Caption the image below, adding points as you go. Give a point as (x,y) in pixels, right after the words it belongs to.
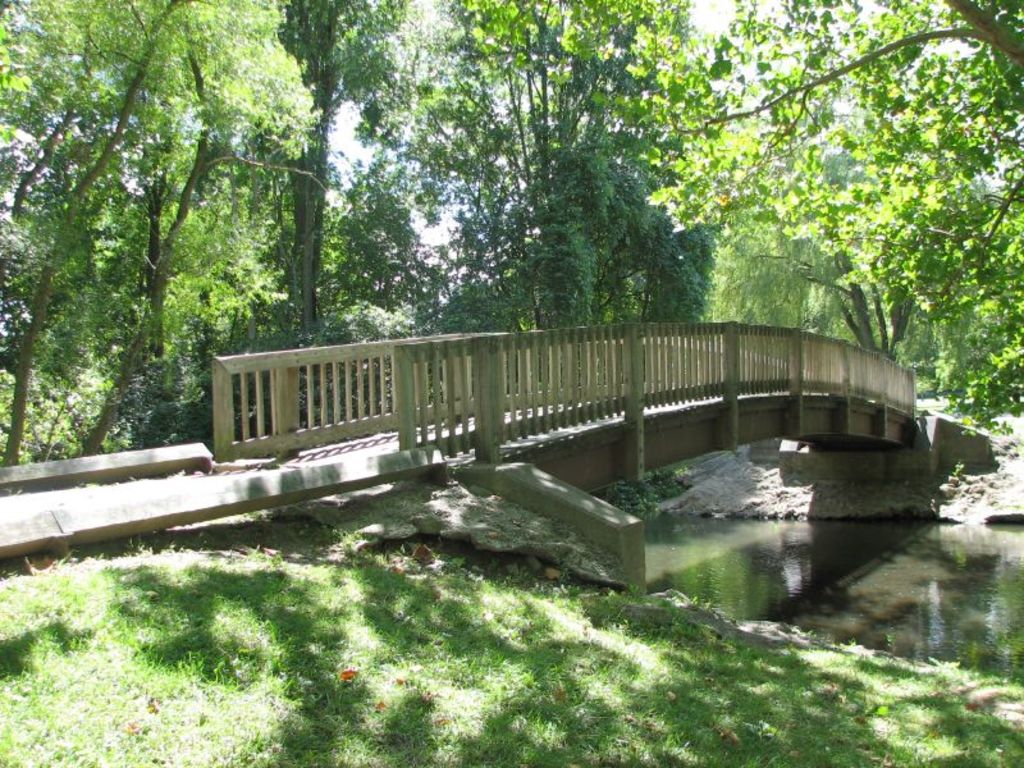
In this picture we can see a bridge (260,440), grass (189,653), water (846,616) and in the background (6,406) we can see trees (346,302).
